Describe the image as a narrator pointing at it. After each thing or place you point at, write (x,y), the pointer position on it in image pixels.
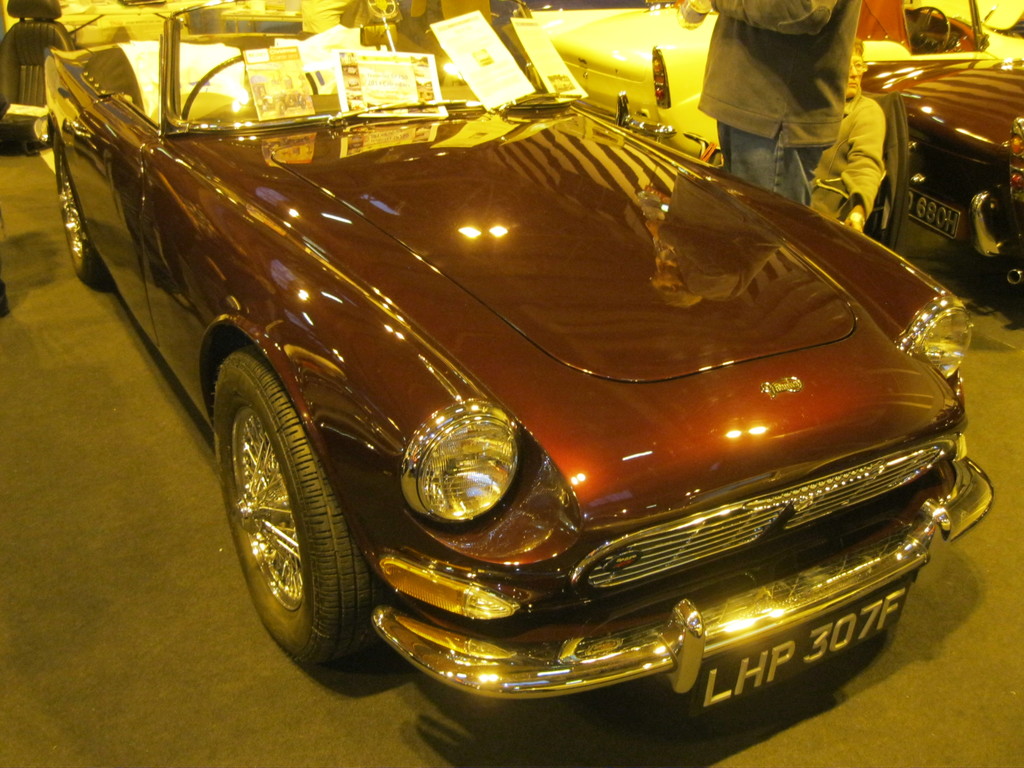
In this image we can see a few cars (423,418) on the floor (92,456) and two people (822,154), a person (829,147) is sitting and a person (769,49) is standing, there are some posters (384,80) inside the car (451,88).
